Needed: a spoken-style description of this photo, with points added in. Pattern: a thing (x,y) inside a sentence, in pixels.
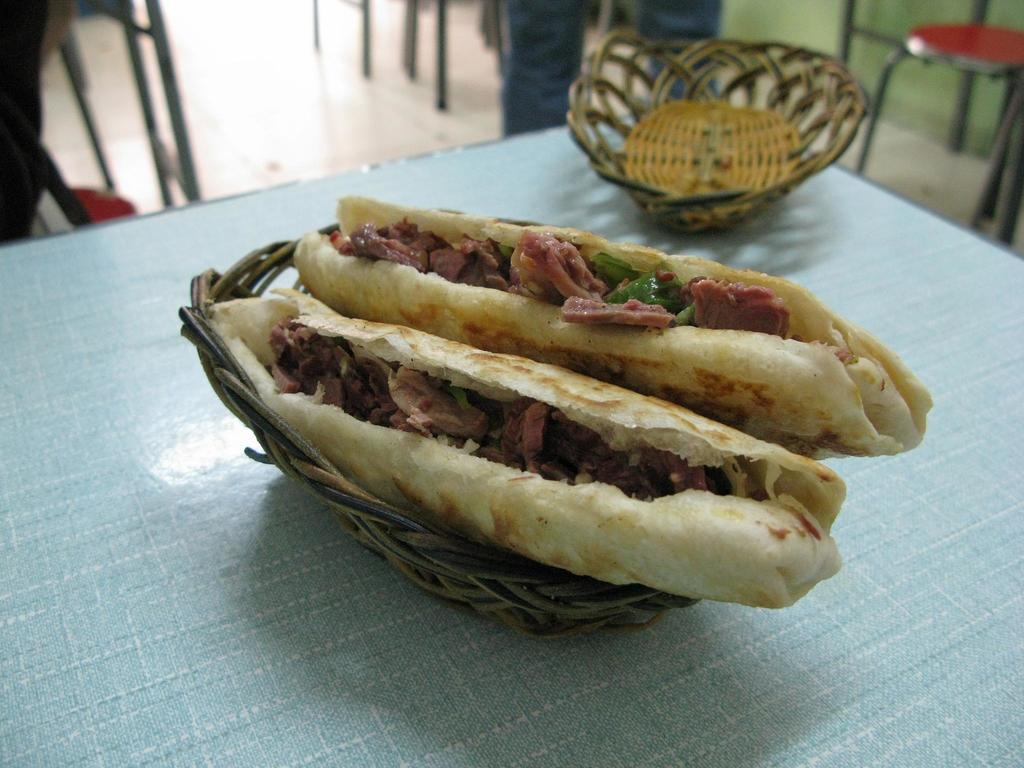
In this image there are two sandwiches (514,400) in the basket (297,446), and there is another basket (700,199) on the table (537,193), and in the background (560,117) there are chairs (79,12) and a person (38,12).
